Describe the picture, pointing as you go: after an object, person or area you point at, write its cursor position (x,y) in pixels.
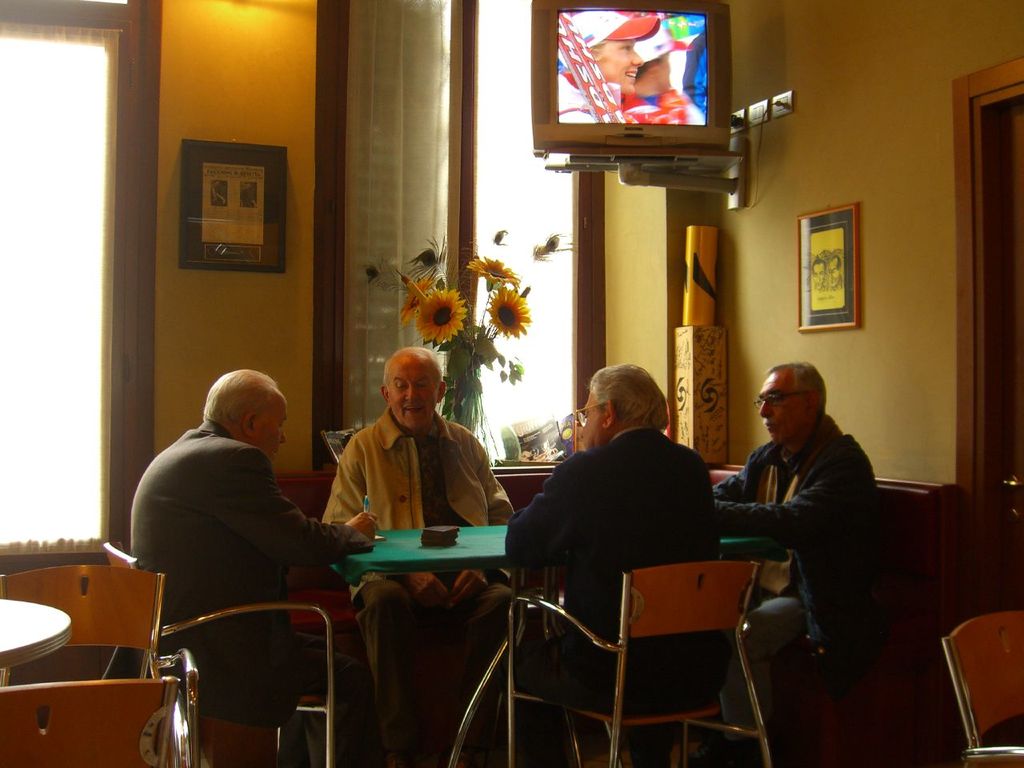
In the image we can see there are four people (616,483) sitting on the chair (671,573), they are wearing clothes (637,509) and two of them are wearing spectacles (793,399). This is a table (476,559), on the table (468,547) there are objects (423,534), this is a flower pot (459,381), frame (274,218), television (637,87), window (550,202), curtains (400,190) and this is a wall (921,380).
